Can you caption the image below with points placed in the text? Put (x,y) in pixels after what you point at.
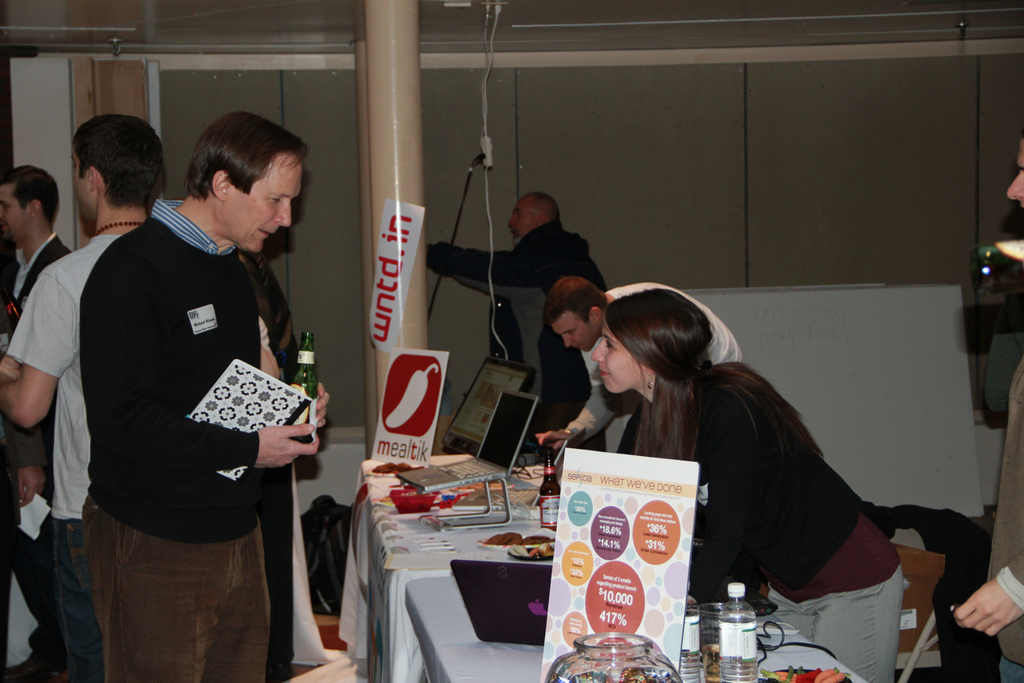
There are some persons (97,605) standing on the floor (326,628). These are the tables (436,625). On the table (470,655) there are laptops (491,467), bottles (557,511), and glasses (609,663). On the background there is a wall (829,204) and this is pole (391,18). And these are the boards (571,569).
